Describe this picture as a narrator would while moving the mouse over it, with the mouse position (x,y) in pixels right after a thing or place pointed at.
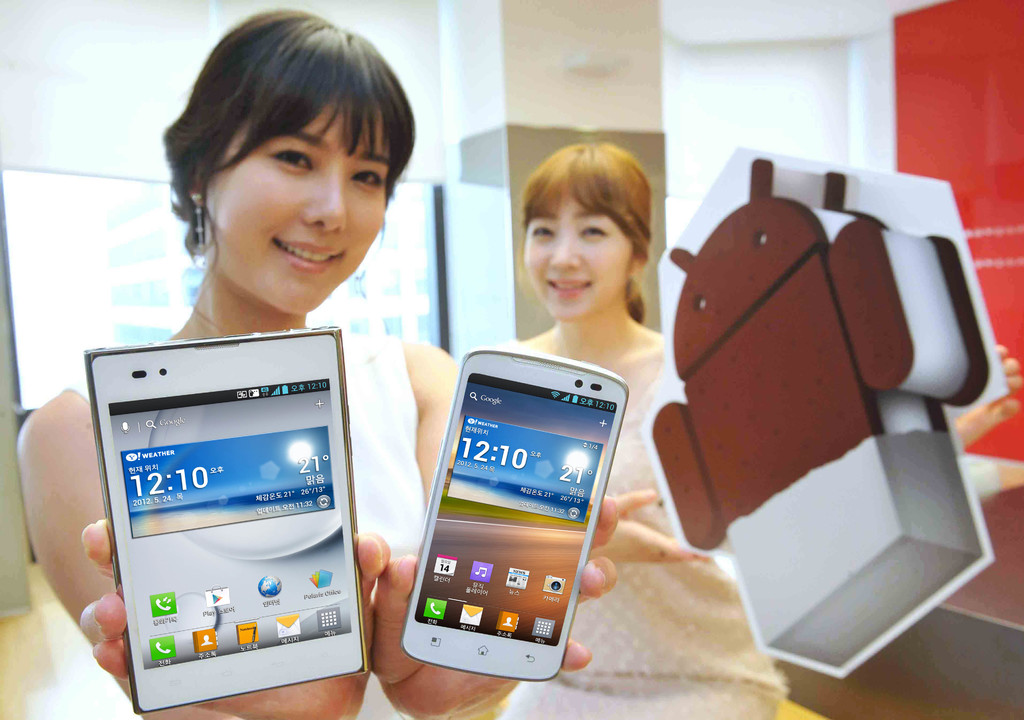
In this picture there is a woman (342,268) who is wearing a white dress (401,411) and is holding a mobile phone (259,561) in her hand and she is holding another mobile phone (468,574) in another hand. There is another woman (588,308) who is wearing a white dress (634,404) and is smiling.
